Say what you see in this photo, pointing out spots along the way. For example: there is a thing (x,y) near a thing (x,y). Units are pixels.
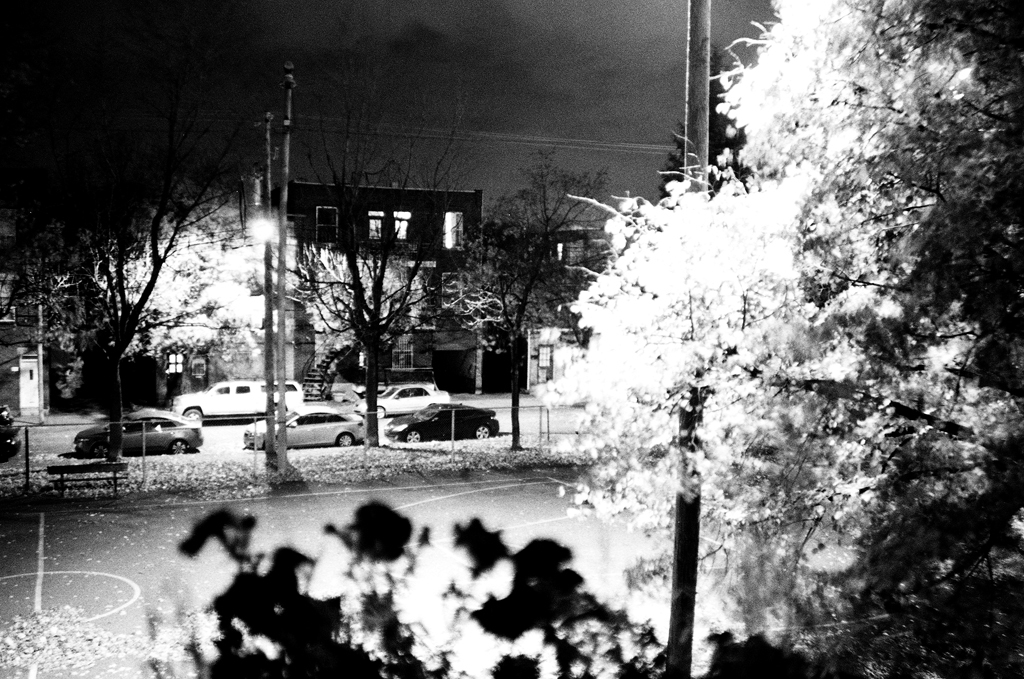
In this image I can see the black and white picture. I can see few trees (620,472), few poles (710,39), the road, few vehicles (445,393) on the road (77,427) and in the background (216,377) I can see a light (253,236), a building (425,224), few trees (533,244) and the sky (279,124).
